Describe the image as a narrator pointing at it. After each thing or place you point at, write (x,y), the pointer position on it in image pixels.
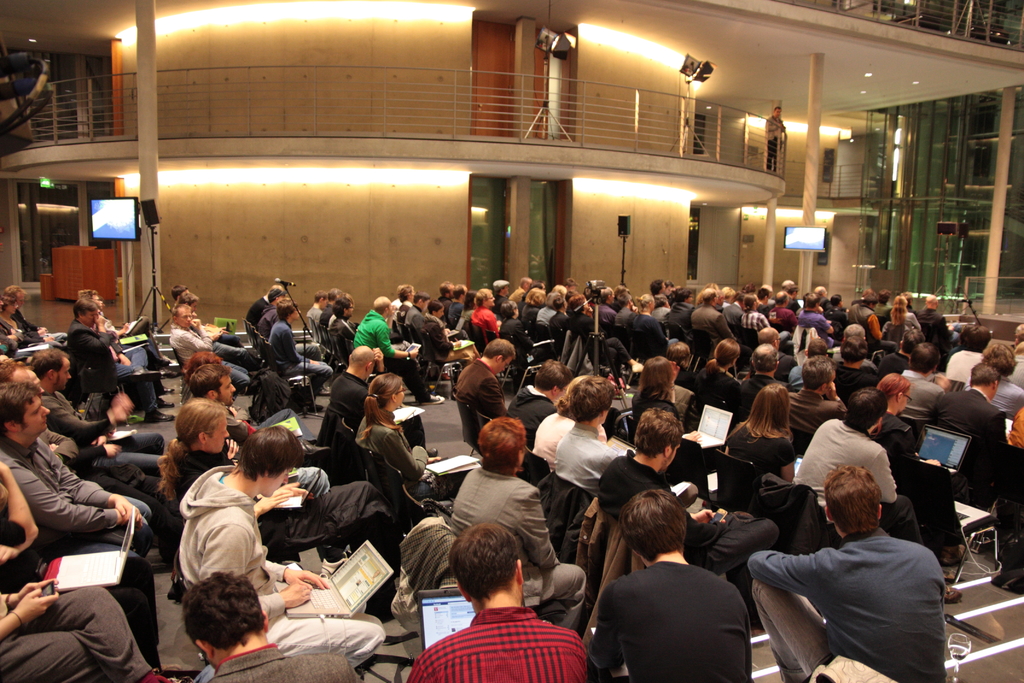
In this image at the bottom (865,592) there are some people (904,578) who are sitting on chairs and some of them are holding laptops (114,565) and typing something in their laptops (102,570). And at the bottom (952,649) there is one glass (963,647) and in the center (407,228) there is building (271,114) and some pillars (806,188), on the pillars (805,272) there are two televisions (117,203). And in the center (506,232) there is a glass window (487,217) and on the top of the image (560,58) there are some lights (549,50). On the right side (933,169) there is a building (886,214) and some pillars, and on the left side (71,275) there is a counter (74,275).
